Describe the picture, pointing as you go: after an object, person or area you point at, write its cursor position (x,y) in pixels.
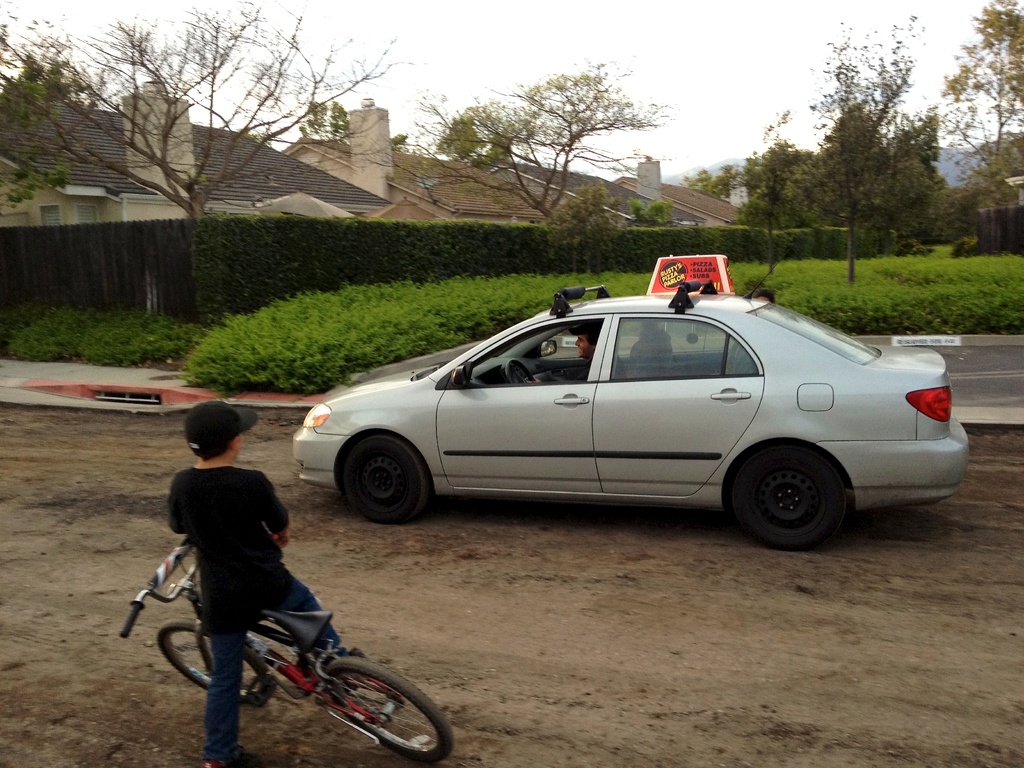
In this image i can see a boy (215,552) wearing a hat (220,443) a t shirt (217,546) and blue jeans (230,688) on the bicycle (321,648). I can see a silver car (420,470) in which a person (596,341) is sitting. In the background (531,279) i can see few plants (358,320), few trees (481,120), few buildings (301,168), mountains (960,162) and the sky (714,79).
